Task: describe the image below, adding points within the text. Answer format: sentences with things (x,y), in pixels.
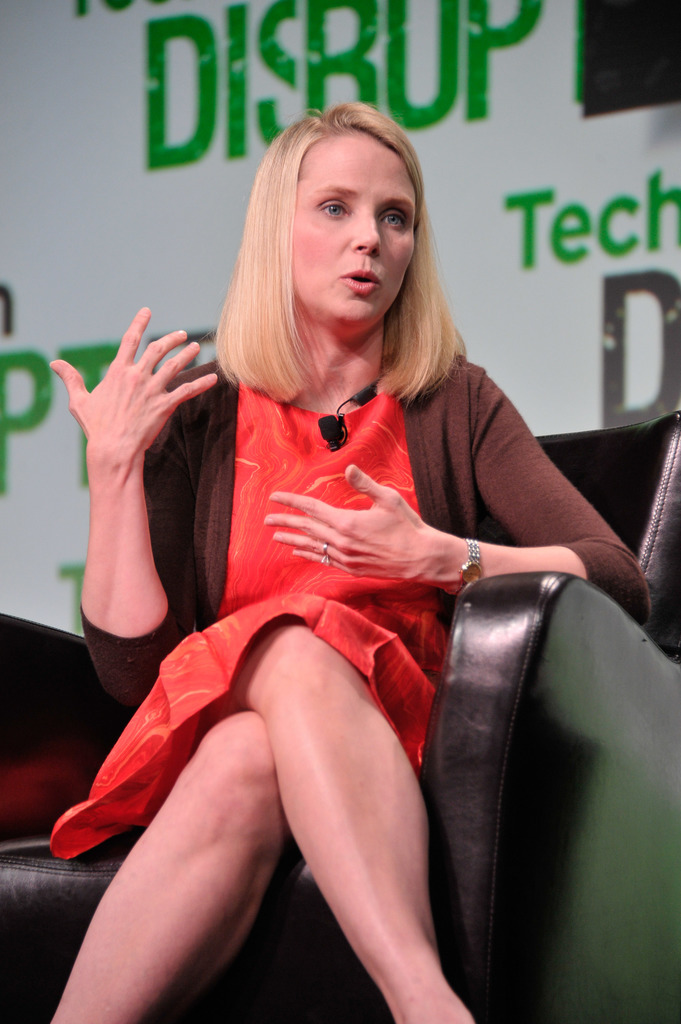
In this image we can see a person (290,692) on a couch (477,855). Behind the person (271,348) we can see a wall (450,115) with text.
